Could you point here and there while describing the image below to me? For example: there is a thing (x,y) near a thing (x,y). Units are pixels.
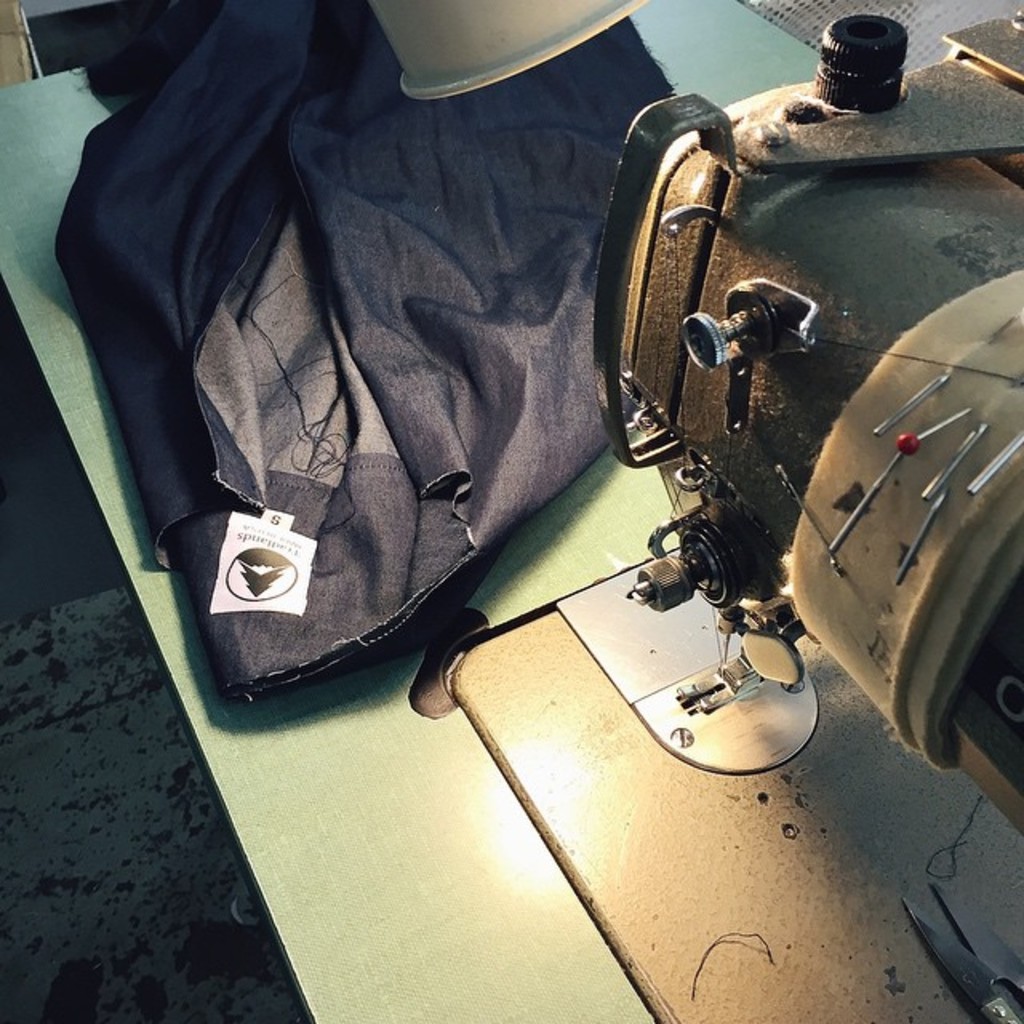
In this image we can see a sewing machine (842,680) and a cloth (421,479) on it, on the cloth (511,424) we can see an object (526,35).
